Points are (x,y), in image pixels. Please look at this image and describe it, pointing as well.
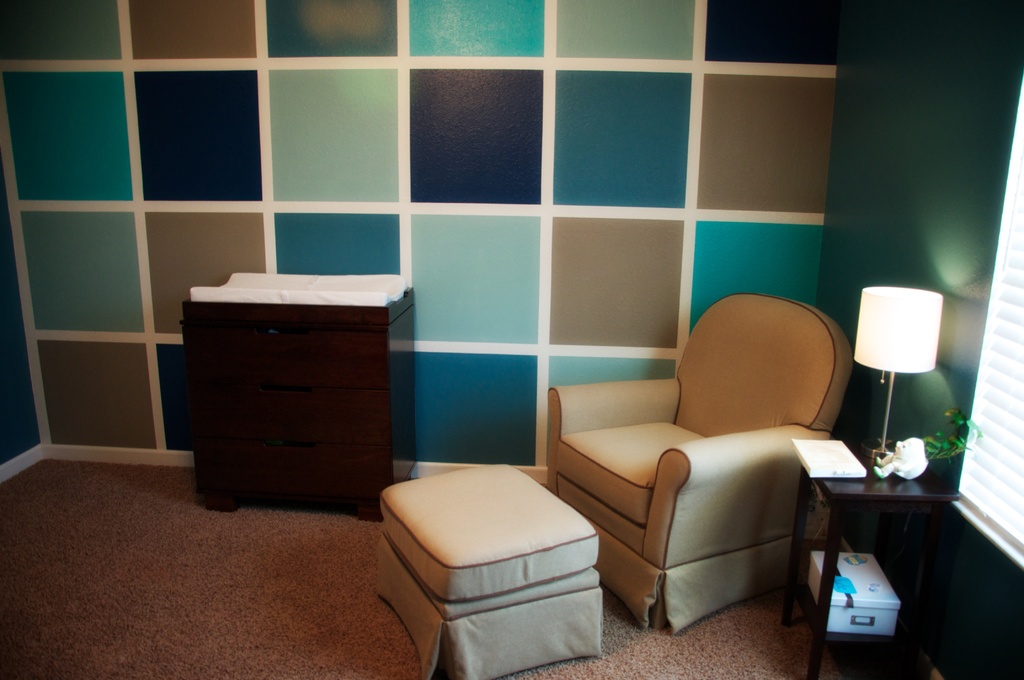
This is a picture of a room (570,400). On the right (881,495) there is a table (889,491), on the table (890,489) there is a plant (931,443), a lamp (904,335), and a book (832,455). Under the table (854,636) there is a box (866,593). To the left of the table (848,496) there is a couch (638,488) and in the center of the image (345,345) there is a cupboard (328,364). To the right of the image (975,488) in the corner there is a window (997,476). The wall (568,239) is colored in different shades of blue and brown. The floor (203,582) is covered with mat (689,656).
